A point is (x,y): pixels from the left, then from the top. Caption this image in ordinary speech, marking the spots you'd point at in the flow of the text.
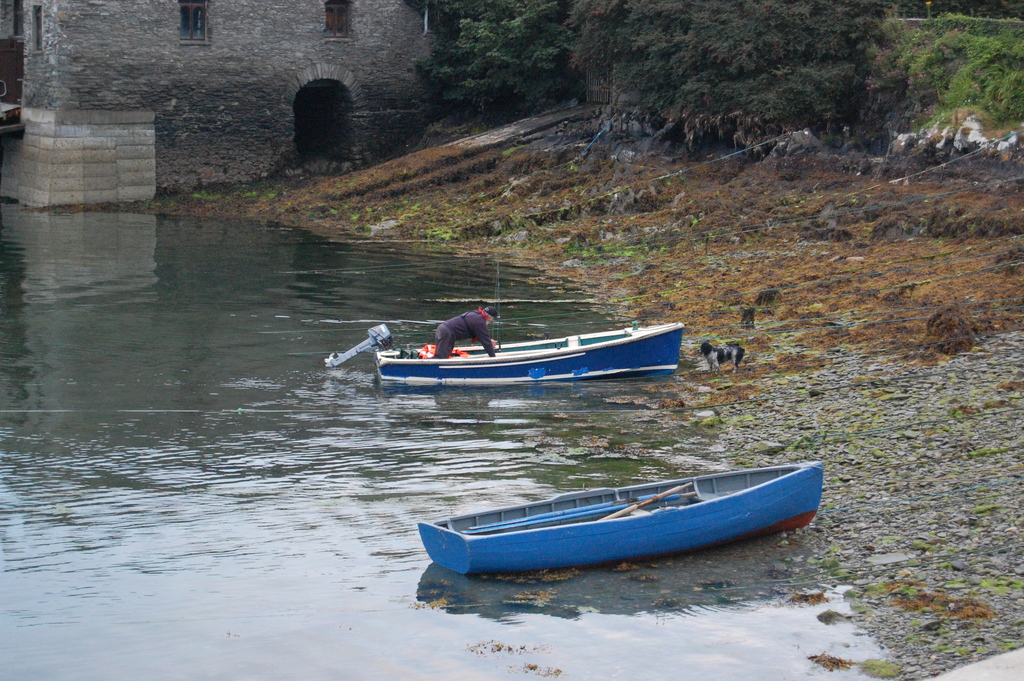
In this image we can see there are two boats (483,517) on the river (503,417), in the one of the boat (450,365) there is a person (440,354), in front of the boat (645,351) there is a dog (724,357). In the background (721,66) there is a building (185,109) and trees (752,87).
